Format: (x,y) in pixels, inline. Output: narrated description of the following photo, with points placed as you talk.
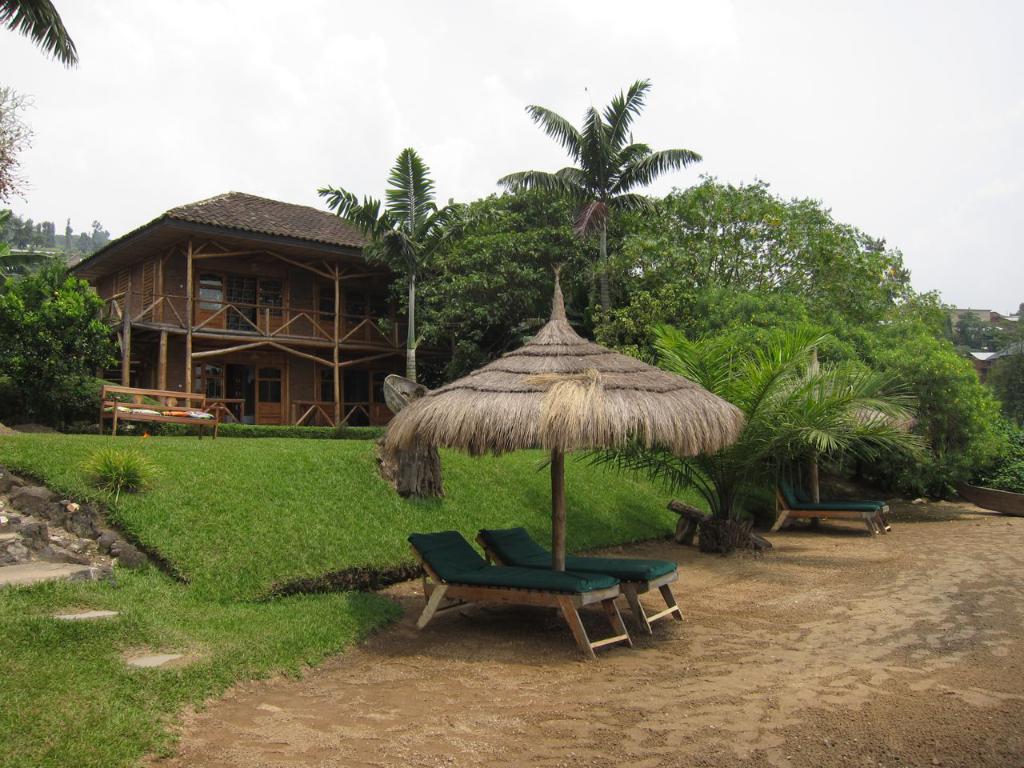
In this picture we can see an umbrella hut (488,445), chairs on the ground (803,568), here we can see a bench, grass (290,552), trees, building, sheds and some objects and we can see sky (873,81) in the background (865,70).
